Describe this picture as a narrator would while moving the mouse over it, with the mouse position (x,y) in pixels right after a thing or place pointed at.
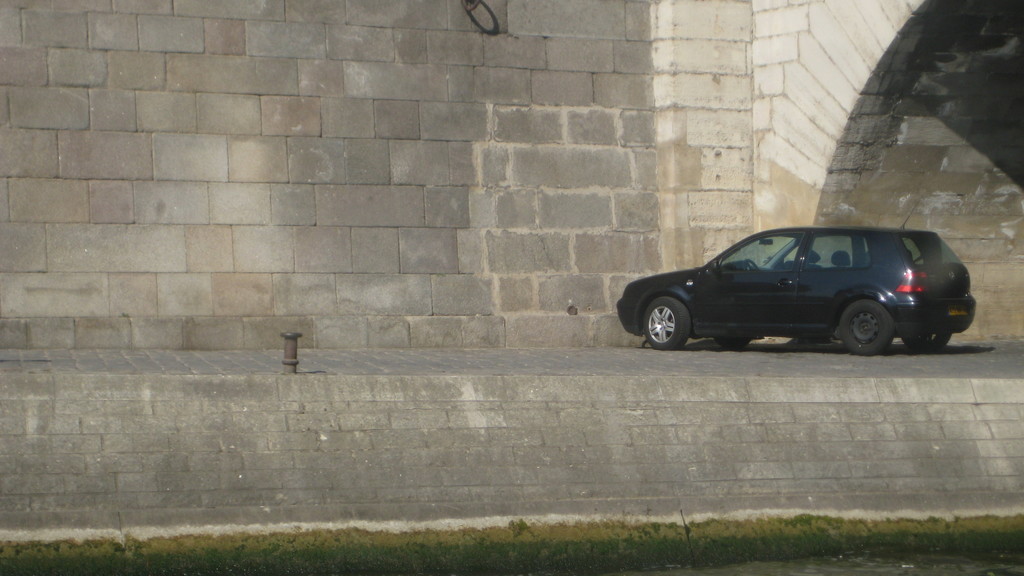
In the right side (742,268) a car (804,234) is parked and in the left side (308,202) it is a stone wall (421,185).
